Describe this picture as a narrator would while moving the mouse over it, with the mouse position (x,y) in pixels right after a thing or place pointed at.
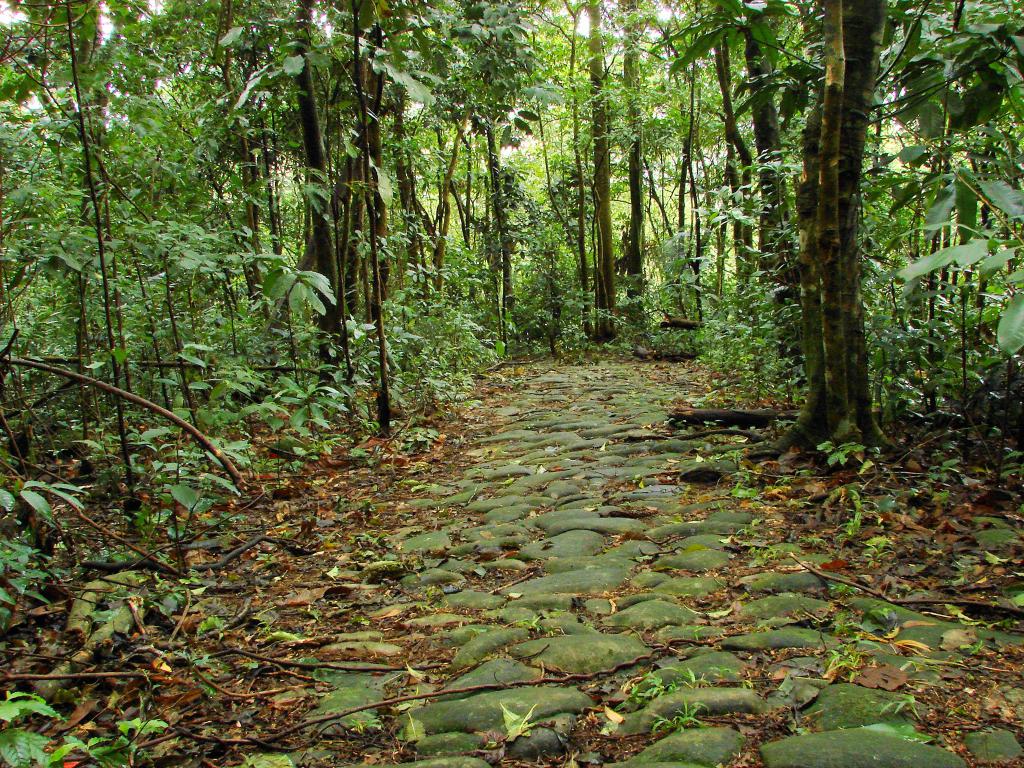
In this picture we can see a stone pathway (598,546) with trees (119,383) and plants (924,389) on either side.
